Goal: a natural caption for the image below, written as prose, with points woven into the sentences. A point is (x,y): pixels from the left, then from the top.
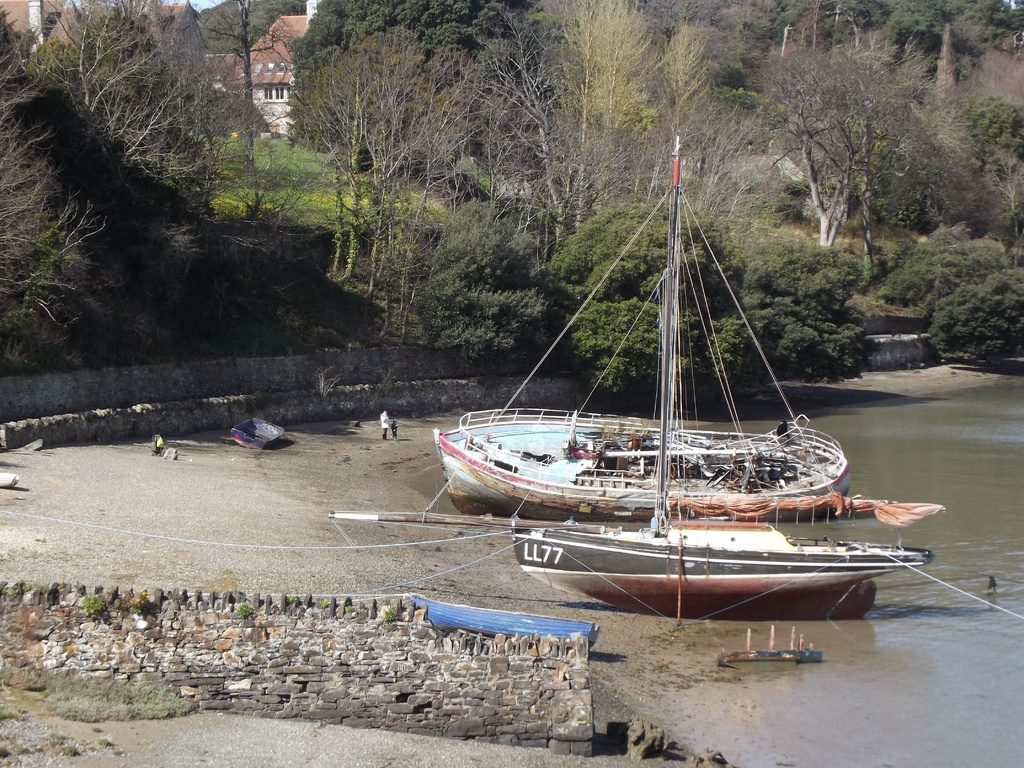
In this image we can see wall (244,710), water (1023,571), there are some persons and ships (697,448) and in the background of the image (367,195) there are some trees (443,116) and houses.
